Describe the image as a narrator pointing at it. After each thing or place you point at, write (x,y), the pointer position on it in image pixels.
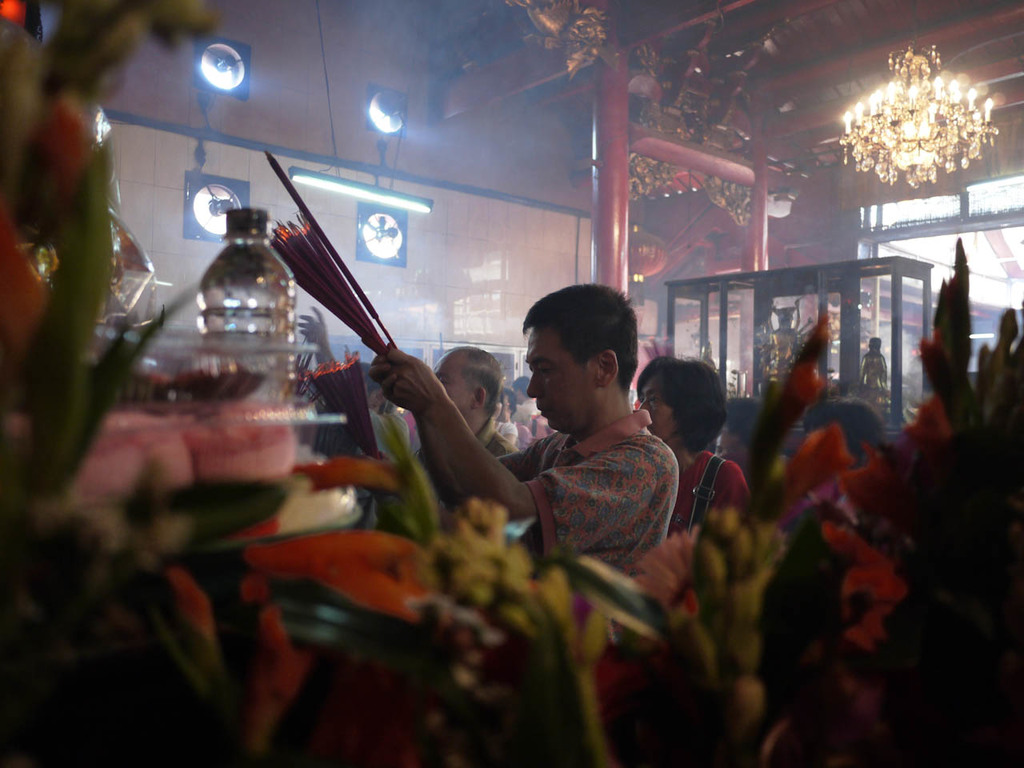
In this image we can see a few people (608,425) standing, at the bottom (736,597) we can see flowers (534,642), on the left (272,249) we can see a few objects (219,277), on the right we can see sculptures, at the top (604,23) we can see hanging lamp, wooden roof (904,39).
